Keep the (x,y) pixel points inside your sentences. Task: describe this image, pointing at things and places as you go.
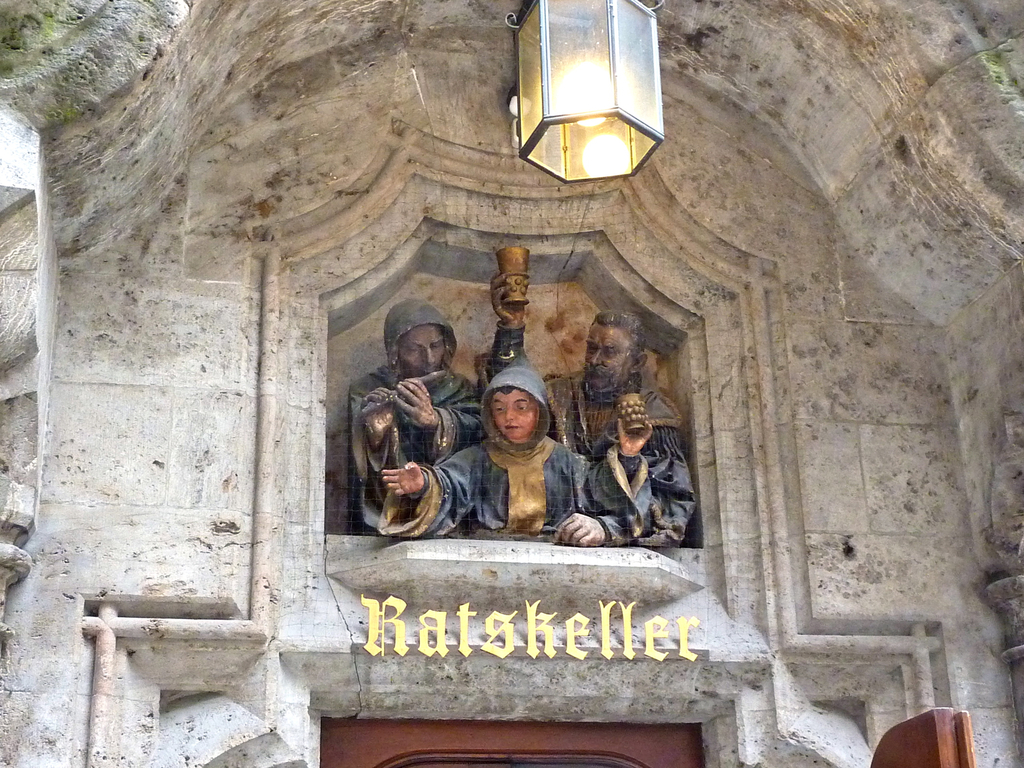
In this image I see the building (761,560) and I see the sculptures (363,401) over here and I see the light (531,147) over here and I see something is written over here.
